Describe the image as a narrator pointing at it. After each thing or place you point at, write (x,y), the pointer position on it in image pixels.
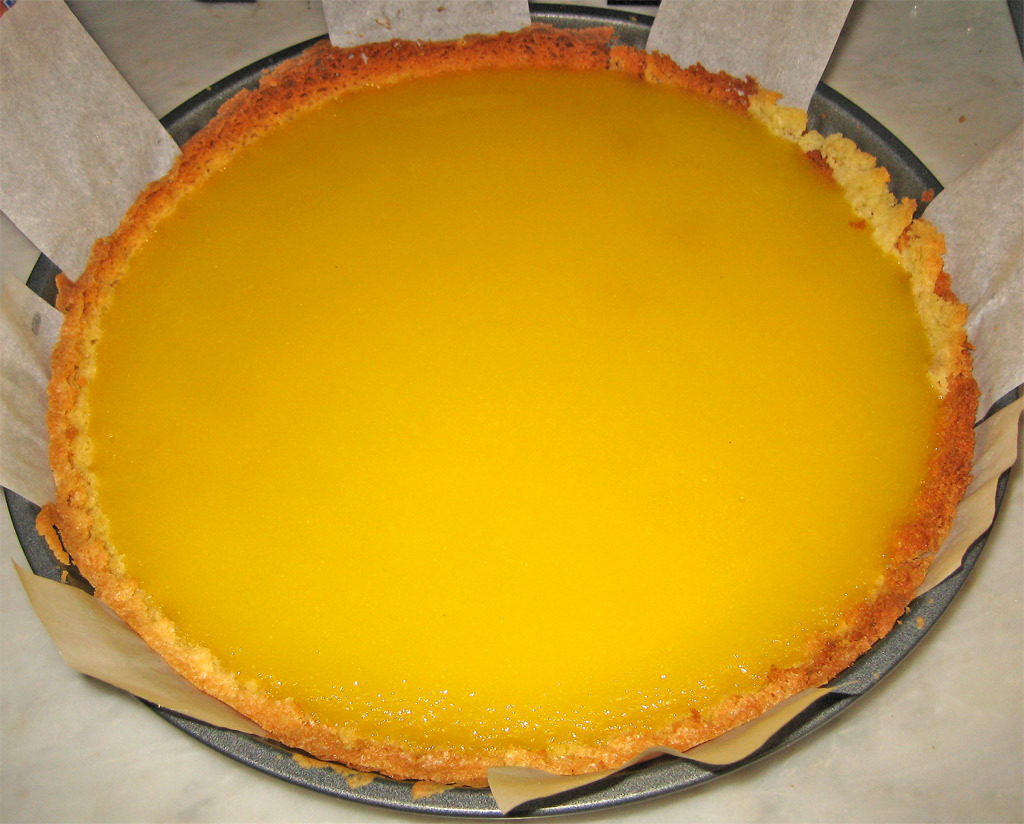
In this image we can see a bowl (867,694) on the table (929,728) and some food item (612,224) inside the bowl (242,77).
